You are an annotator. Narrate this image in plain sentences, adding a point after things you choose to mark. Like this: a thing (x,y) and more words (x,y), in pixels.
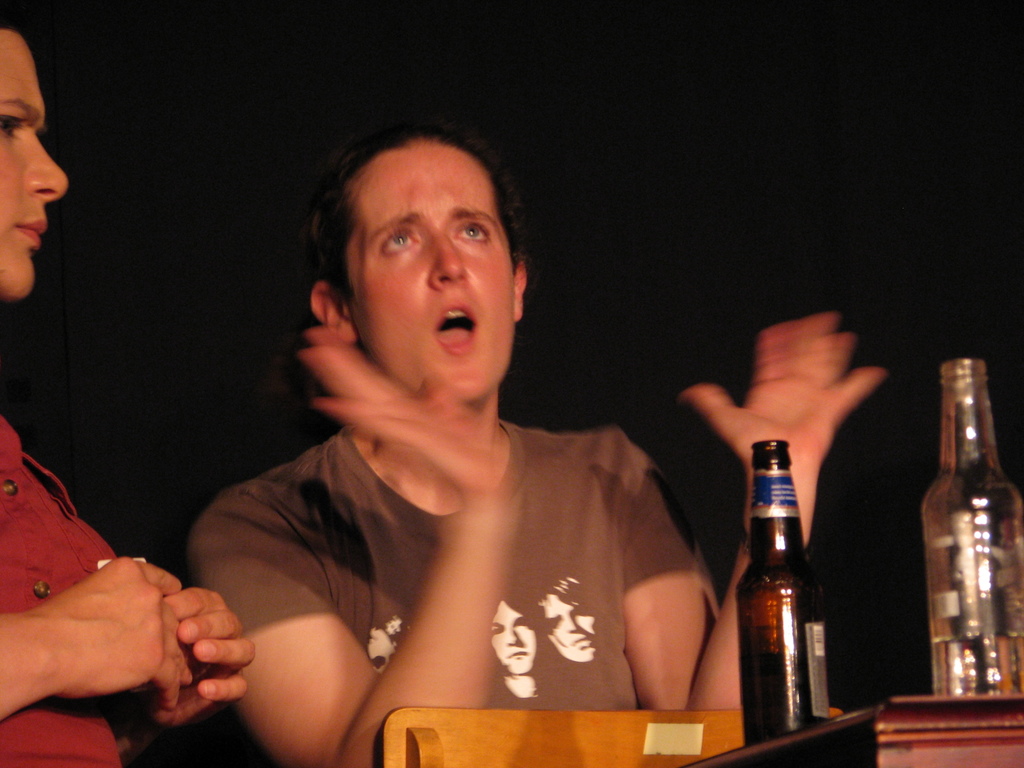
Two persons (0,204) are there. In front of them there is a table (946,739). On the table (917,716) there are two bottles (783,680).
